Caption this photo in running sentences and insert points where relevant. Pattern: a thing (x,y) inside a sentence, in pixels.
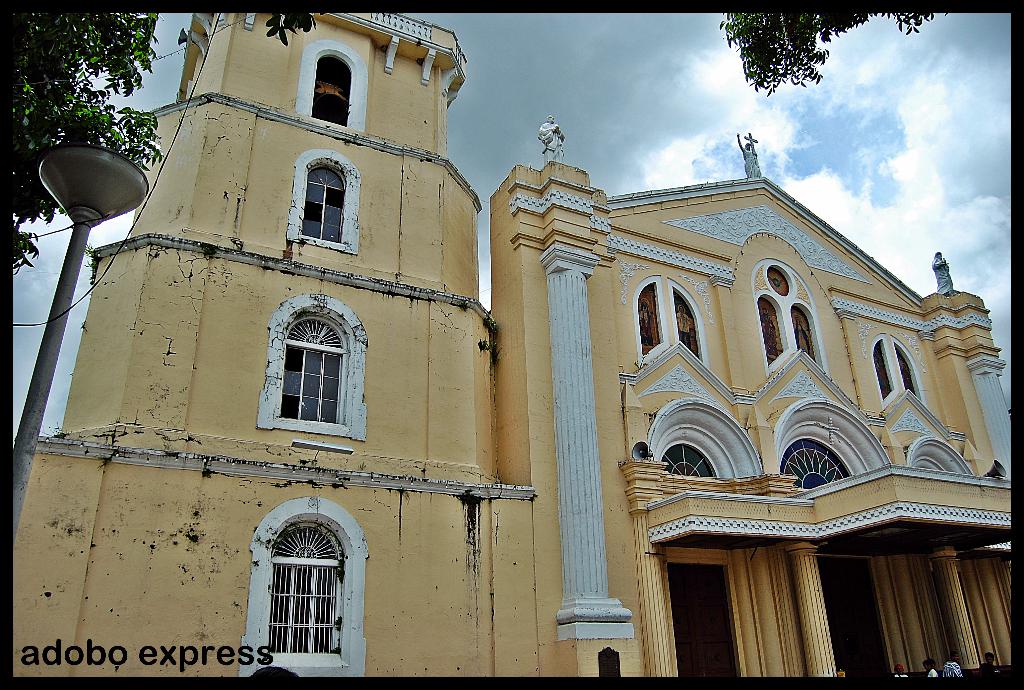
In this image we can see a building (444,379), on the building (329,339), we can see the statues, there are some pillars (608,615), trees (130,61), people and a pole (90,223), in the background (596,101), we can see the sky (589,103) with clouds (621,89).
